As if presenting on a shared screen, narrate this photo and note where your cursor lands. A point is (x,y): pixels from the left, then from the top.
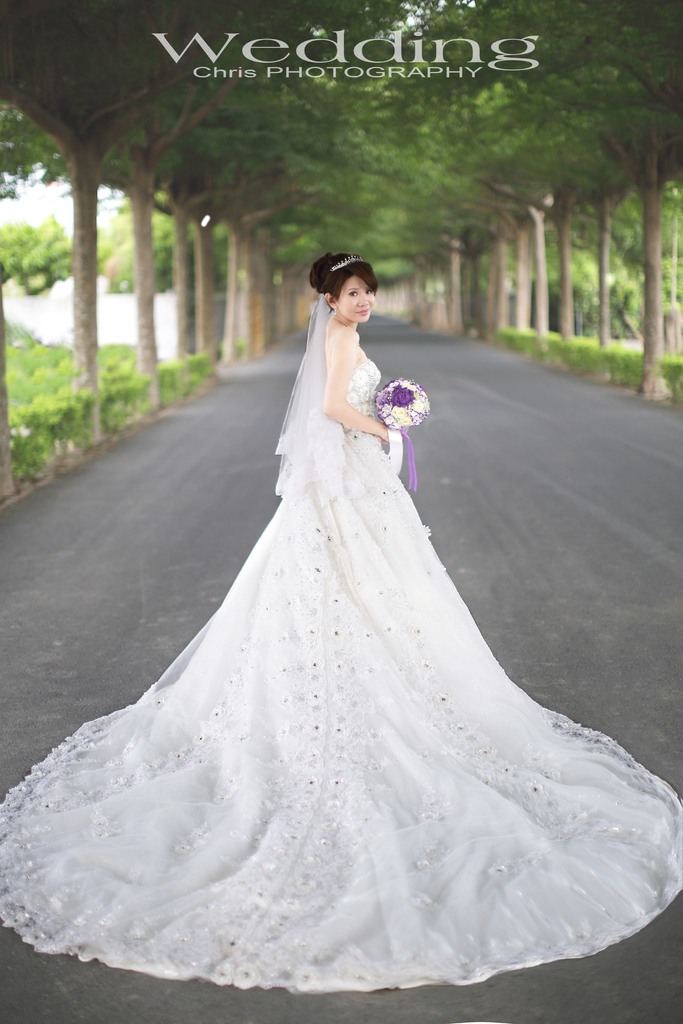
In this picture we can see a woman (308,867) standing on the road (239,386) and holding a flower bouquet (384,403) with her hand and in the background (6,146) we can see trees (256,94).
